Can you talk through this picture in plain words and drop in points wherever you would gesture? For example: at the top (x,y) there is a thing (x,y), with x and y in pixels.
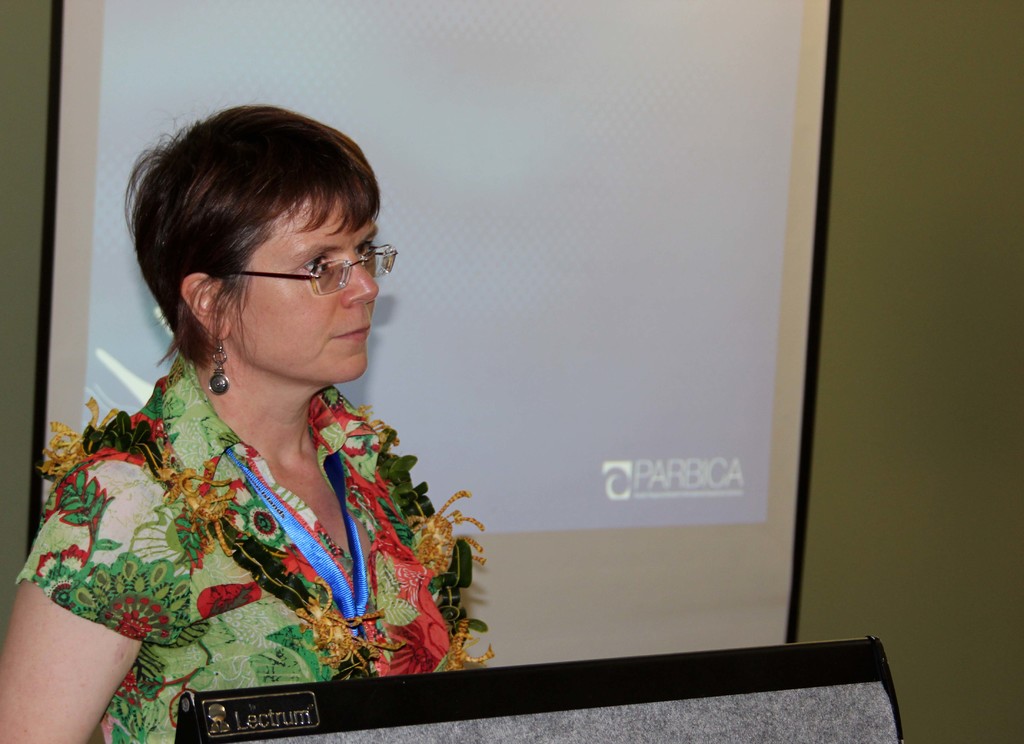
On the left side of this image (172,564) I can see a woman (116,620) standing in front of the podium (492,698) and looking at the right side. At the back of her I can see a screen (587,383) which is attached to a wall (890,229).
